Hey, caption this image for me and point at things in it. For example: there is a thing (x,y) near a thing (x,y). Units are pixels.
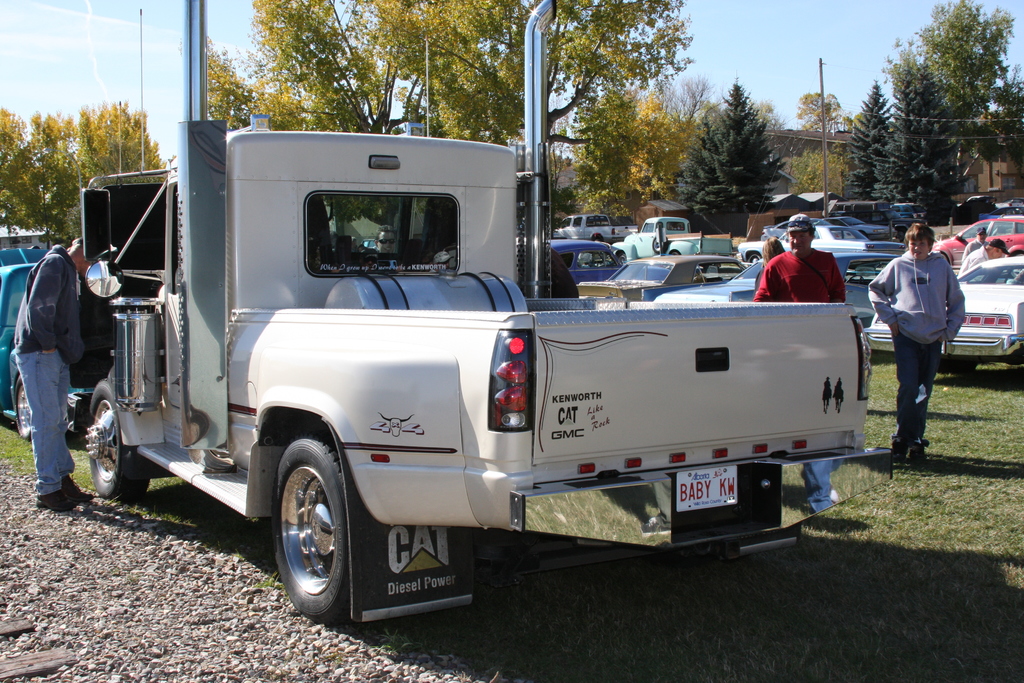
This is an outside view. Here I can see a truck (447,441) on the ground (220,632). Beside the truck (104,351) there is a man (44,380) standing. On the right side (834,263), I can see some more people (817,287) standing on the ground (928,495). In the background (850,289) there are many vehicles (649,254) and trees (672,146). At the top of the image (767,18) I can see the sky (721,33). At the bottom (488,646), I can see the stones (229,631) and grass (853,616) on the ground (686,654). In the background (816,139) there are few buildings (979,175).
